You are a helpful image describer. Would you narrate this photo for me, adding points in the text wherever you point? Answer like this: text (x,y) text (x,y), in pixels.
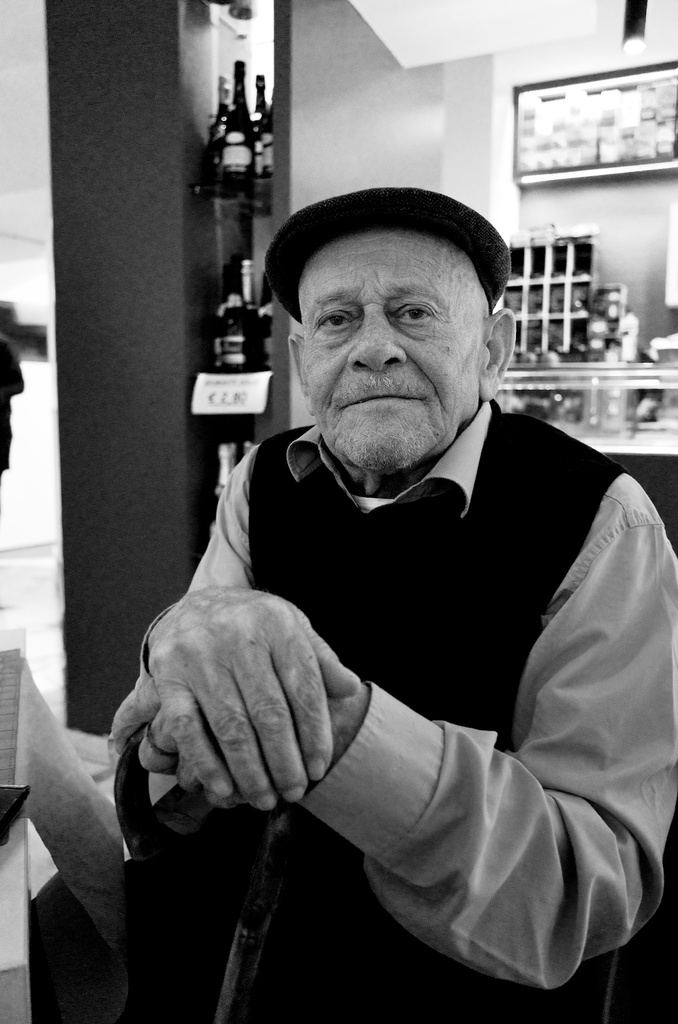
It is the black and white image of an old man (440,664). In the background (226,87) there are wines bottles (236,297) kept in the shelf (239,211). The old man (262,670) is holding the walking stick (263,848). In the background (612,163) there are cupboards (595,138).
